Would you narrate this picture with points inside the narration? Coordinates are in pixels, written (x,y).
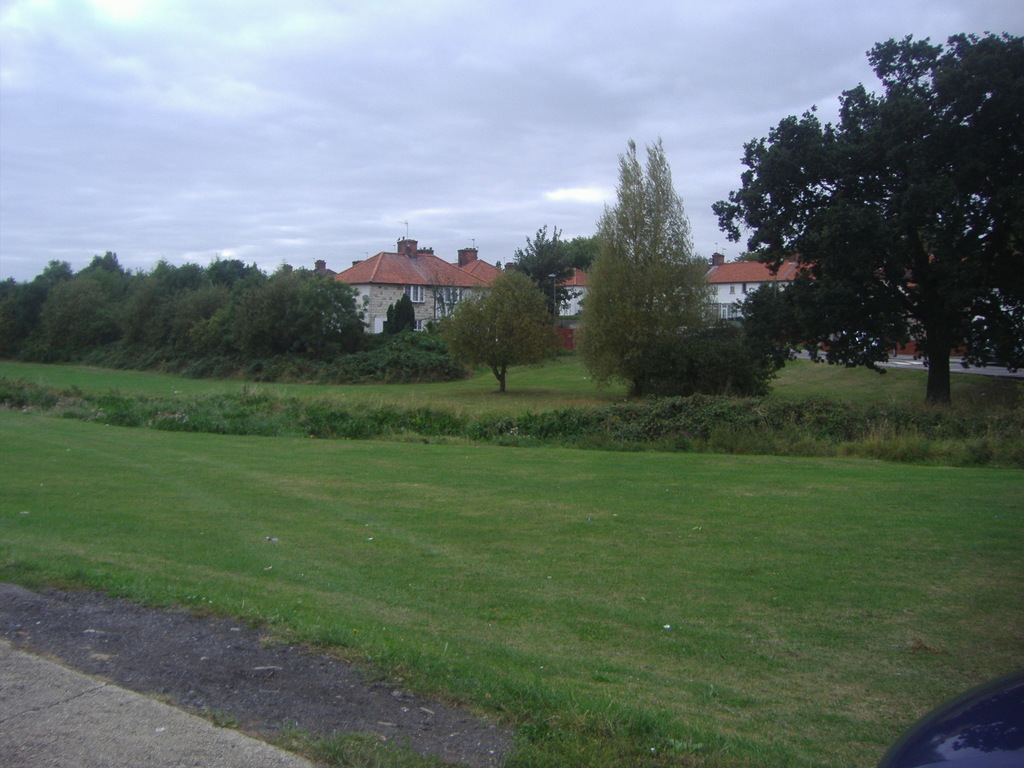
In this picture we can see some grass (521,551) on the ground (546,551). There are few plants (452,370) from left to right. We can see some trees (525,293) and houses (458,301) in the background (488,272). Sky (193,63) is cloudy.
